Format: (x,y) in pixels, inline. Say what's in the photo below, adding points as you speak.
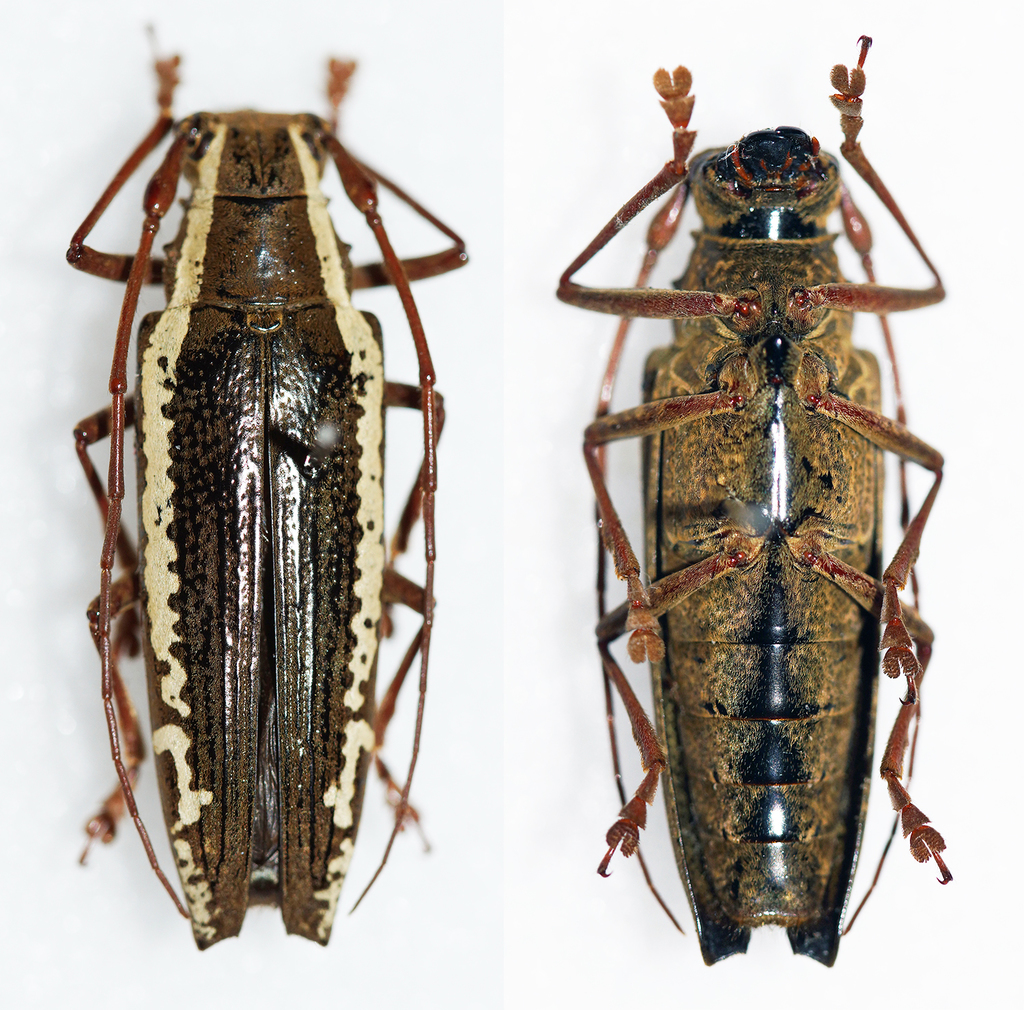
On the left side of the image (197,725) we can see beetle upper part of the body (358,480). On the right side of the image (741,672) we can see the beetle down part of the body (828,759).
